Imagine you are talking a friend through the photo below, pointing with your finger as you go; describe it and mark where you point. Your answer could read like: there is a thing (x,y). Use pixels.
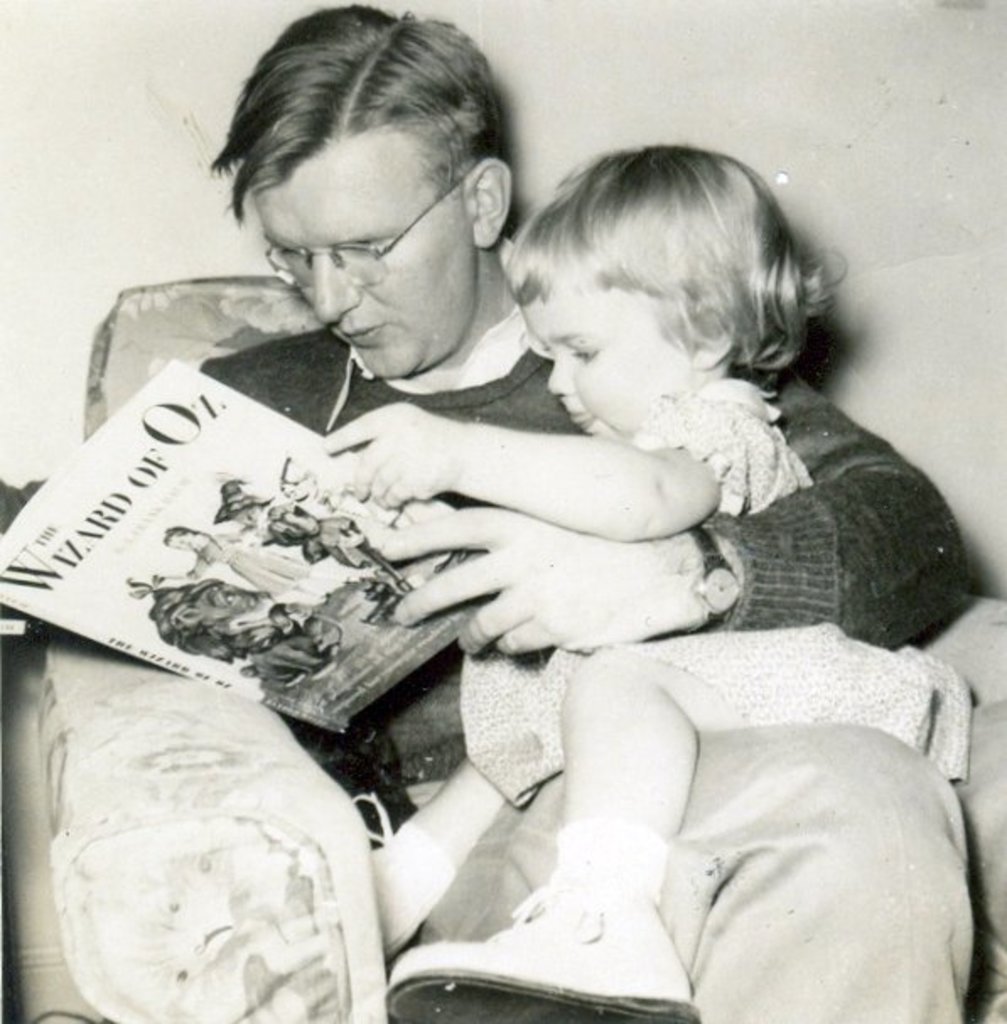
In the center of the image (511,632) we can see a man (384,315) sitting on the sofa (220,725) and holding a book (171,558). There is a girl (824,666) sitting on him. In the background (73,118) there is a wall (213,76).
